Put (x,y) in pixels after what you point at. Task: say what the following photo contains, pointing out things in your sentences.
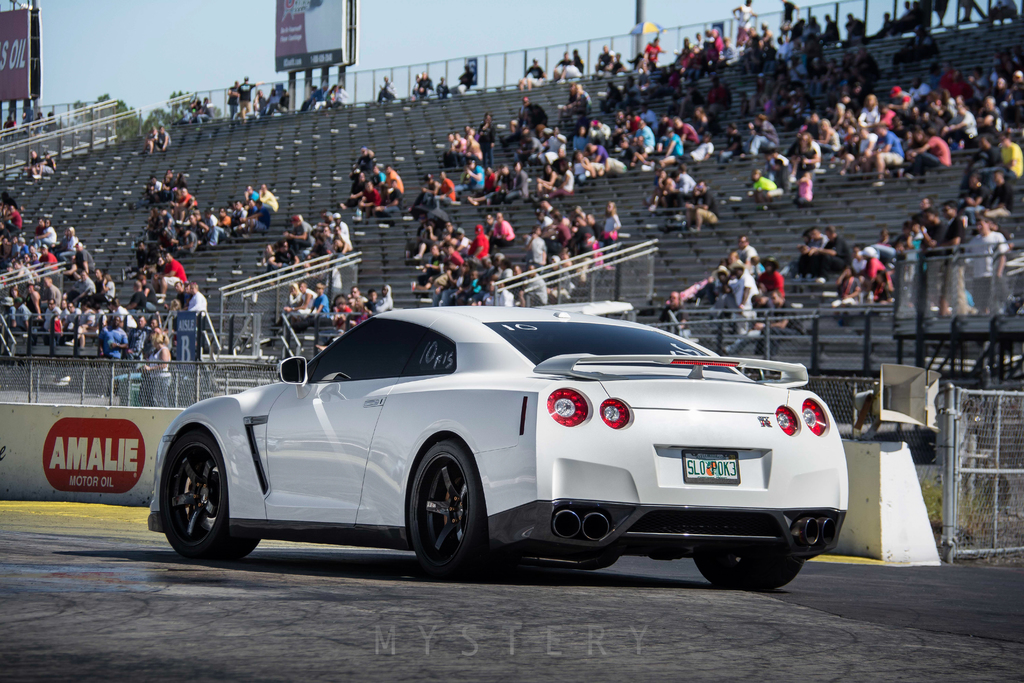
At the bottom of the image (582,470) on the road (407,562) there is a car (594,489). Behind the car (595,454) there is a small wall (98,448) with mesh fencing (61,388). Behind the fencing (152,396) there are railings (244,312) and steps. On the steps (488,258) there are many people (456,292) sitting. Behind them there is mesh fencing (860,11). In the bottom right corner of the image (957,471) there is a gate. At the top of the image (290,40) there are banners (309,35) with text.
